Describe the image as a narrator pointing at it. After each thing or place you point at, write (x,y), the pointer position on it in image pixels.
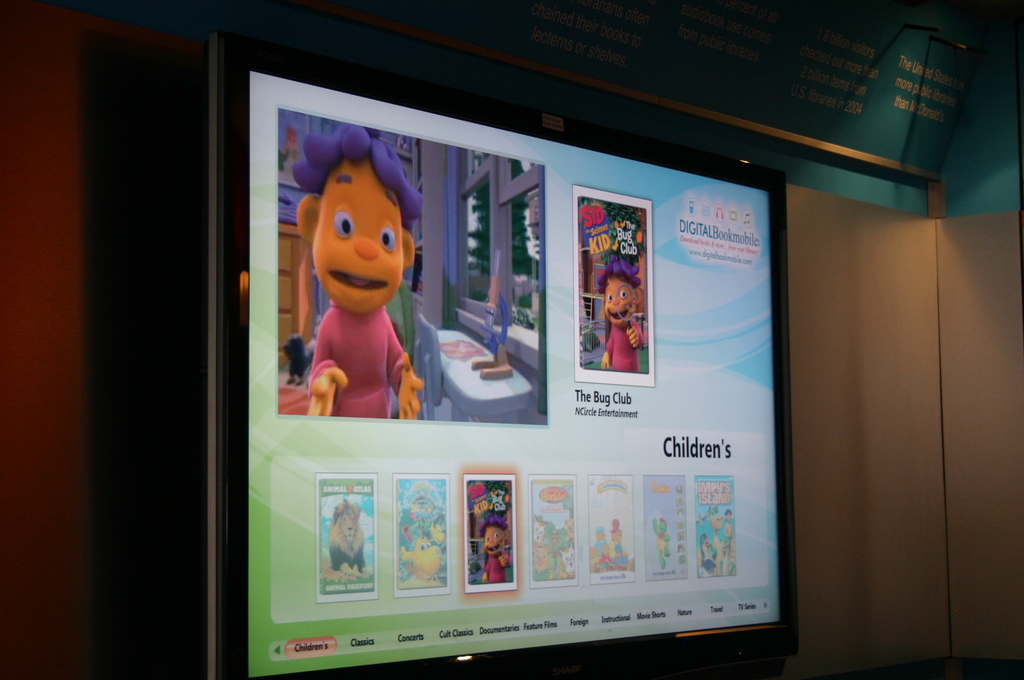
In the middle of the image (584,414), there is a screen (535,193) having cartoon images (387,215) and texts (711,497). In the background (859,288), there is a wall (889,400).
